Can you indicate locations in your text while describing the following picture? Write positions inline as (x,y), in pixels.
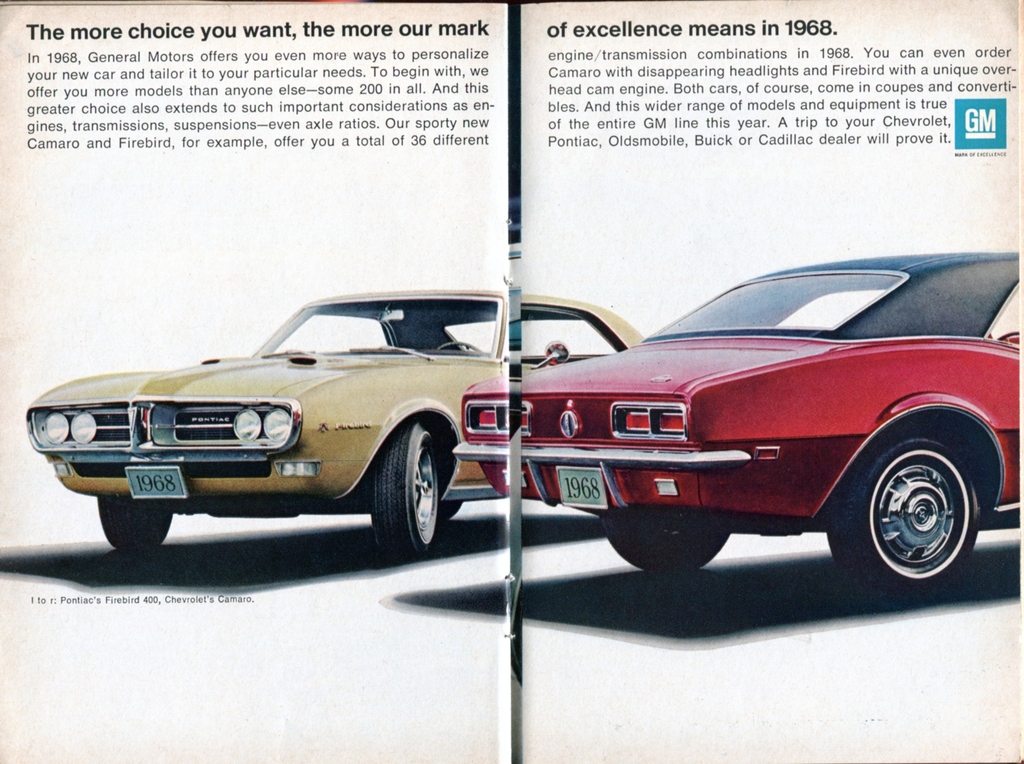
In this image it looks like an open book (469,420), in which there are some text (941,141) and images (128,379) of two cars (625,478).
